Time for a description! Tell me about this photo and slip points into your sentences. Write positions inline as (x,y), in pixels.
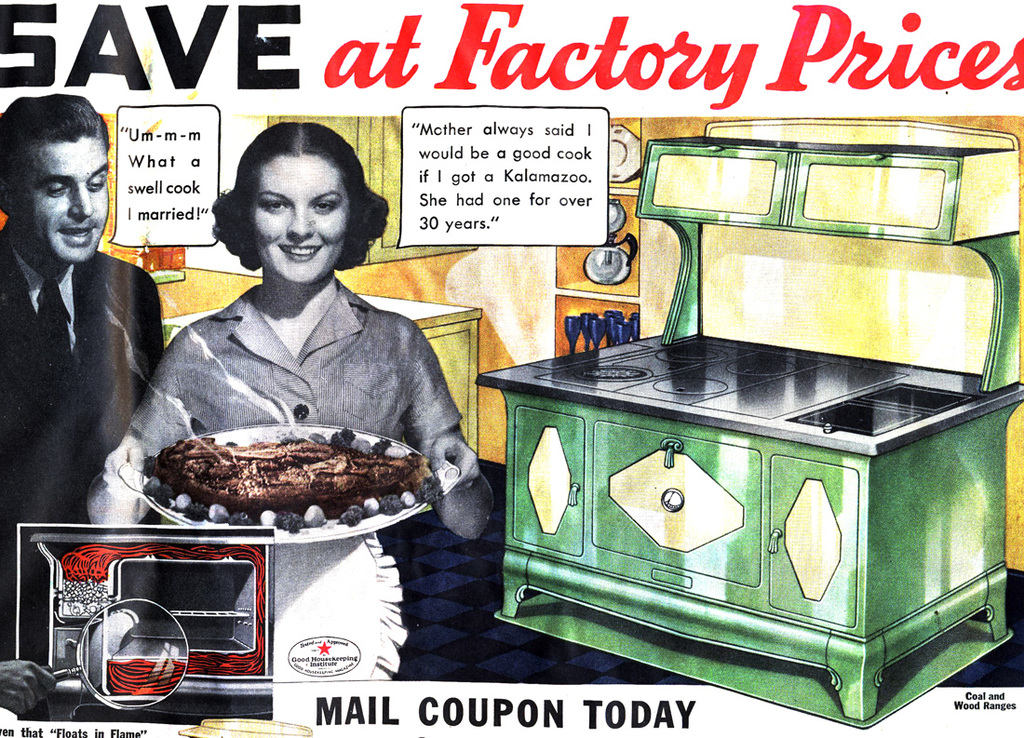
It is an edited image, on the left side (302,210) a woman (174,413) is holding the dish (308,522) with her hands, Beside her a man (84,368) is looking at the dish (286,430), on the right side (840,221) it is a stove (809,424), there are wine glasses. In the middle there is text (420,198).
